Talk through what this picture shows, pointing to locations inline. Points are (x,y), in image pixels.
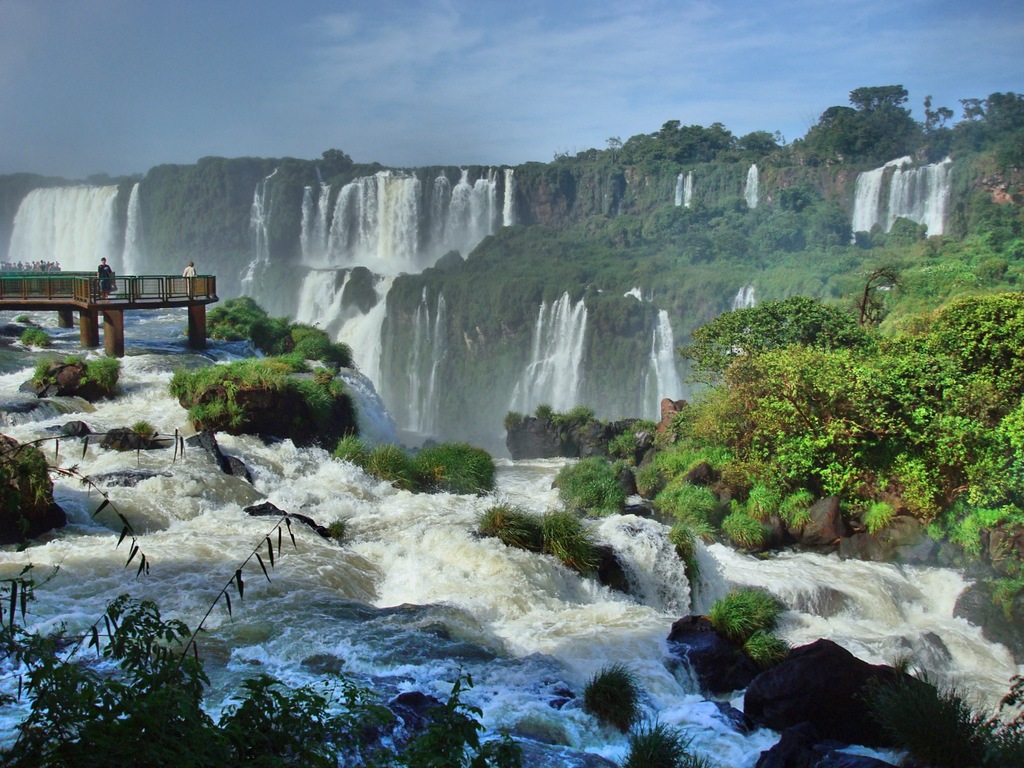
In this image there are waterfalls (329,282), trees (503,242), on the left (118,333) there is a bridge (89,298) on that bridge (113,302) there are two persons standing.
